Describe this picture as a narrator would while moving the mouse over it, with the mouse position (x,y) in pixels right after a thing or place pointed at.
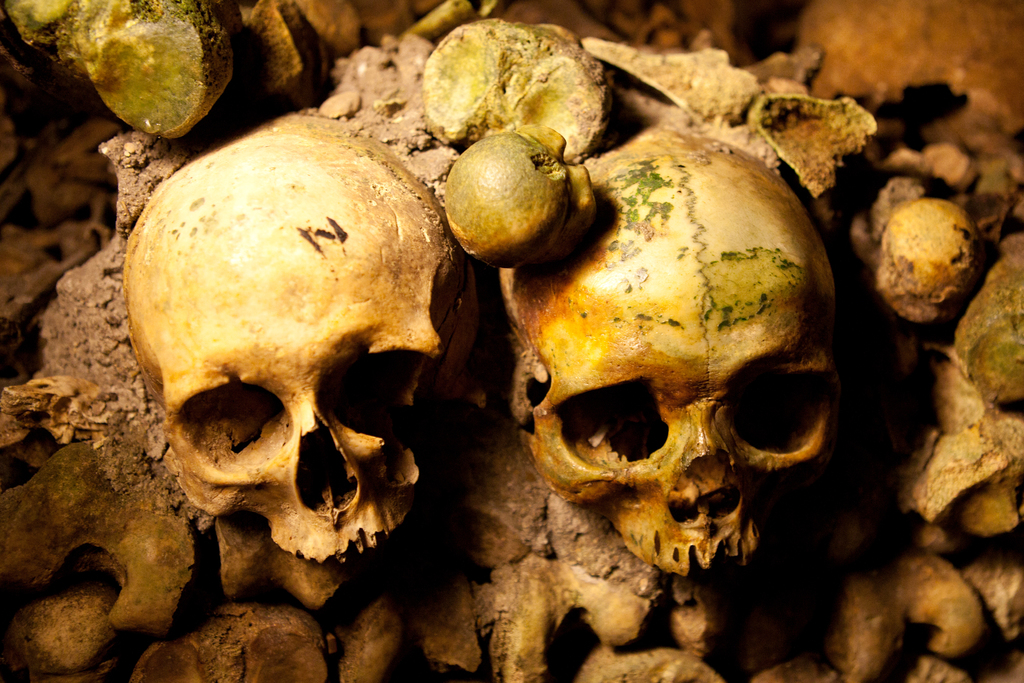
There are skulls (375,179) and bones (563,233) in this image.
